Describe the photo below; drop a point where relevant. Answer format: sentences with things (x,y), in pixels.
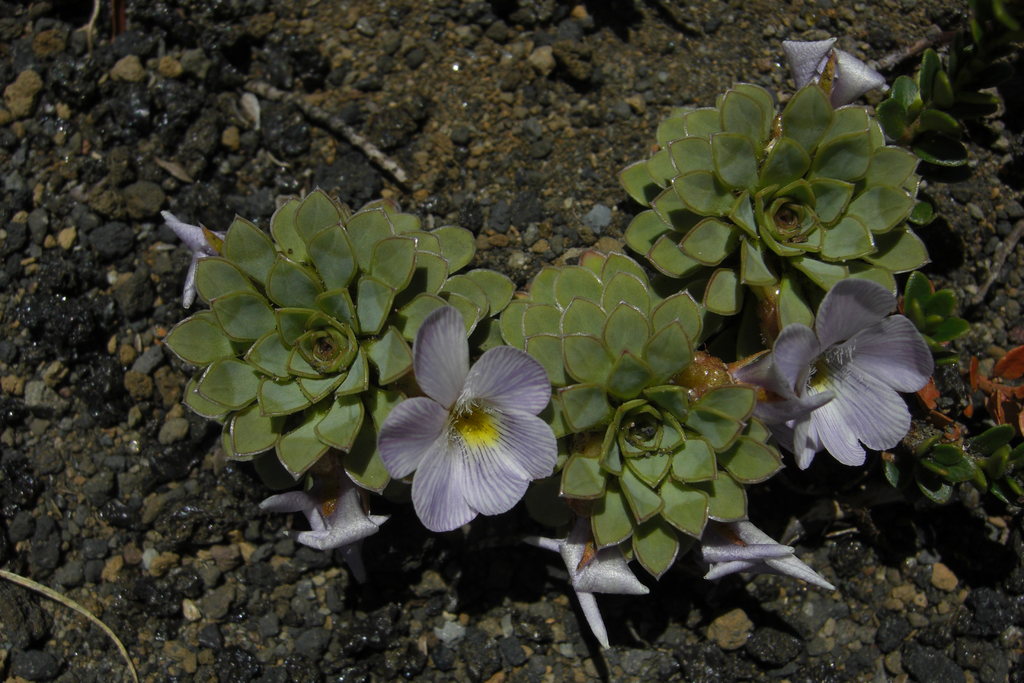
In this picture we can see plants (534,306) with flowers (847,369) and on the path (104,514) there are stones (345,107).
